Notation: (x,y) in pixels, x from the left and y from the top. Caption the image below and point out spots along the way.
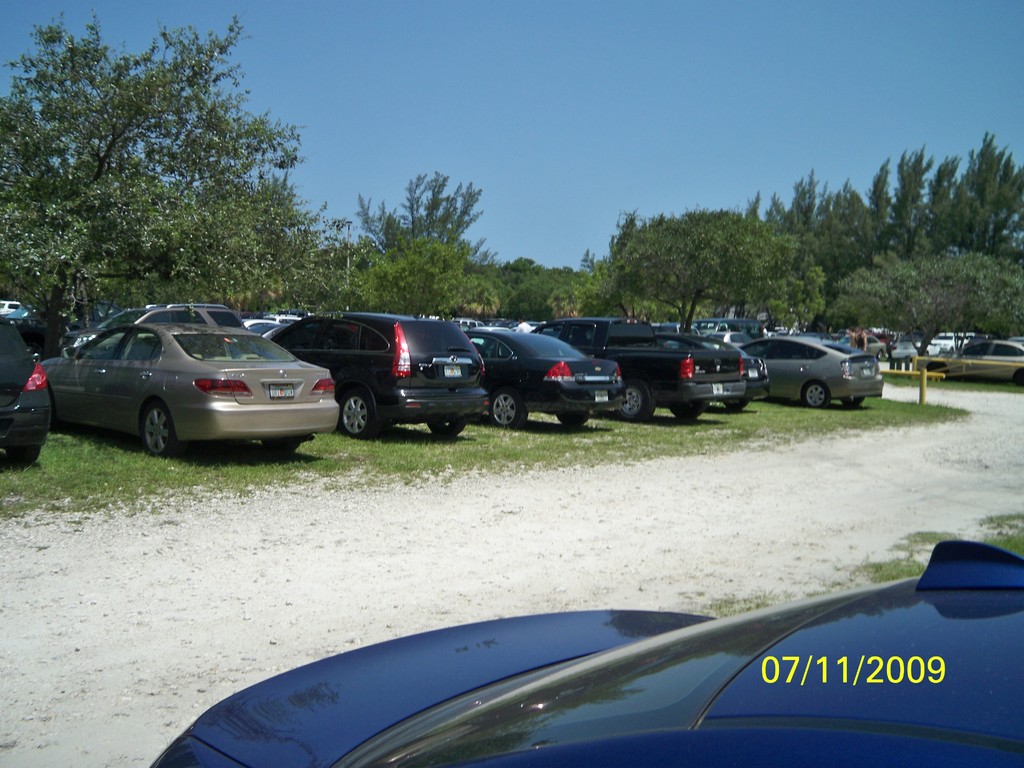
In this image I can see many vehicles (464,732) on the ground (541,512). In the background (550,312) I can see many trees (610,291) and the sky (493,111).
